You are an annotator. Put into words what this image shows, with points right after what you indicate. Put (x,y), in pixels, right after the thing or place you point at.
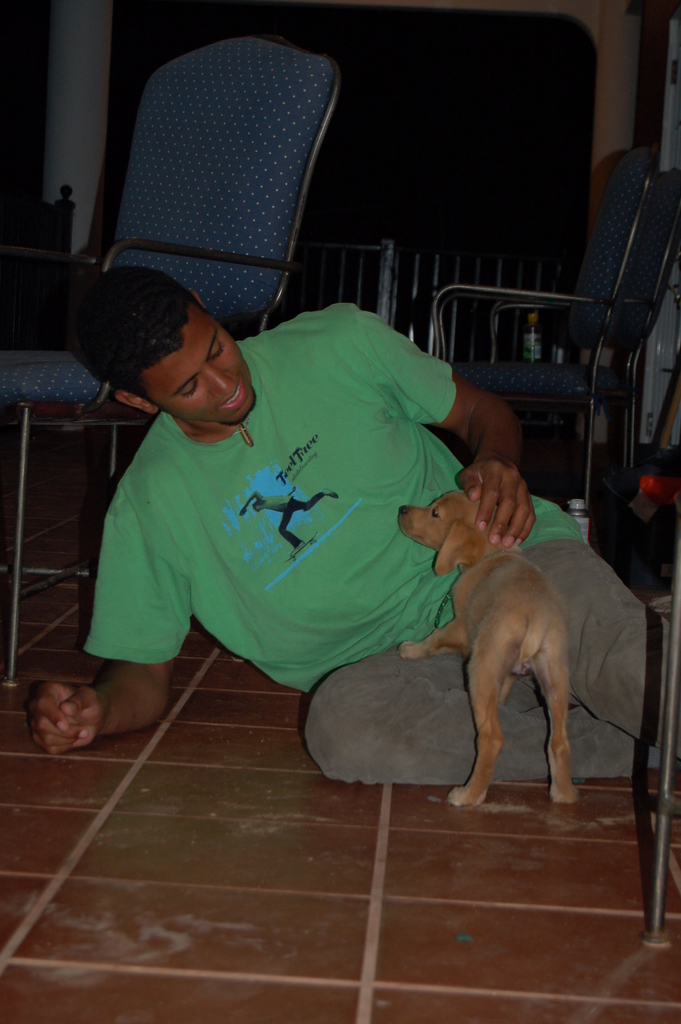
Here we can see a man (305,568) who is sitting on the floor (336,924). There is a dog (521,586) and these are the chairs (633,322).
